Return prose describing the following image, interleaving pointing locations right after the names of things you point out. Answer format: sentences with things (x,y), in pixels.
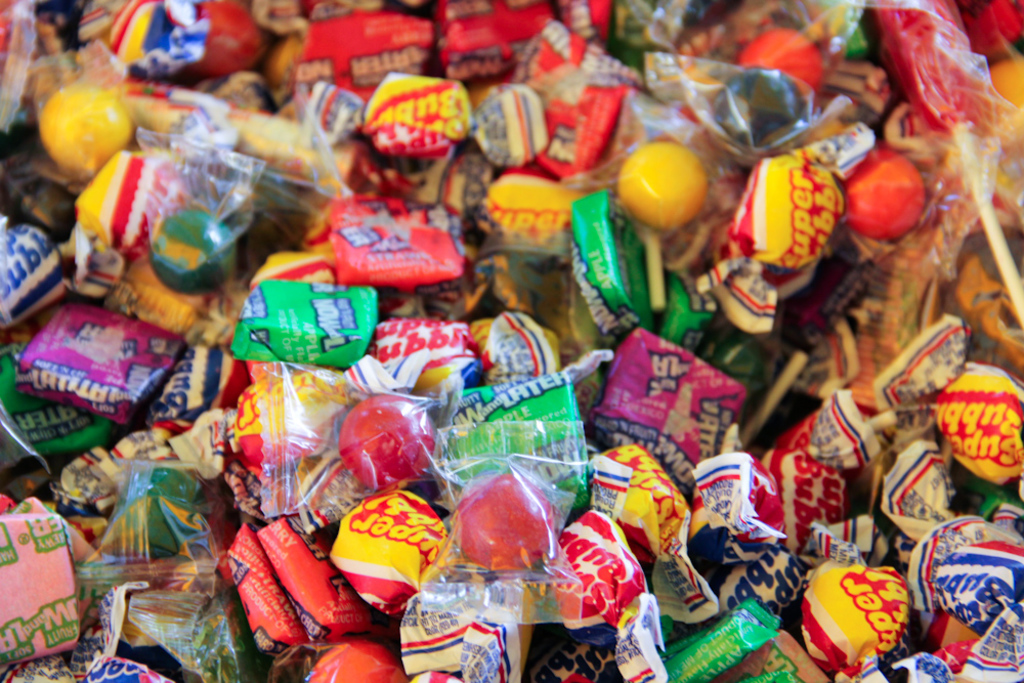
In this picture we can see few candies (381,299).
